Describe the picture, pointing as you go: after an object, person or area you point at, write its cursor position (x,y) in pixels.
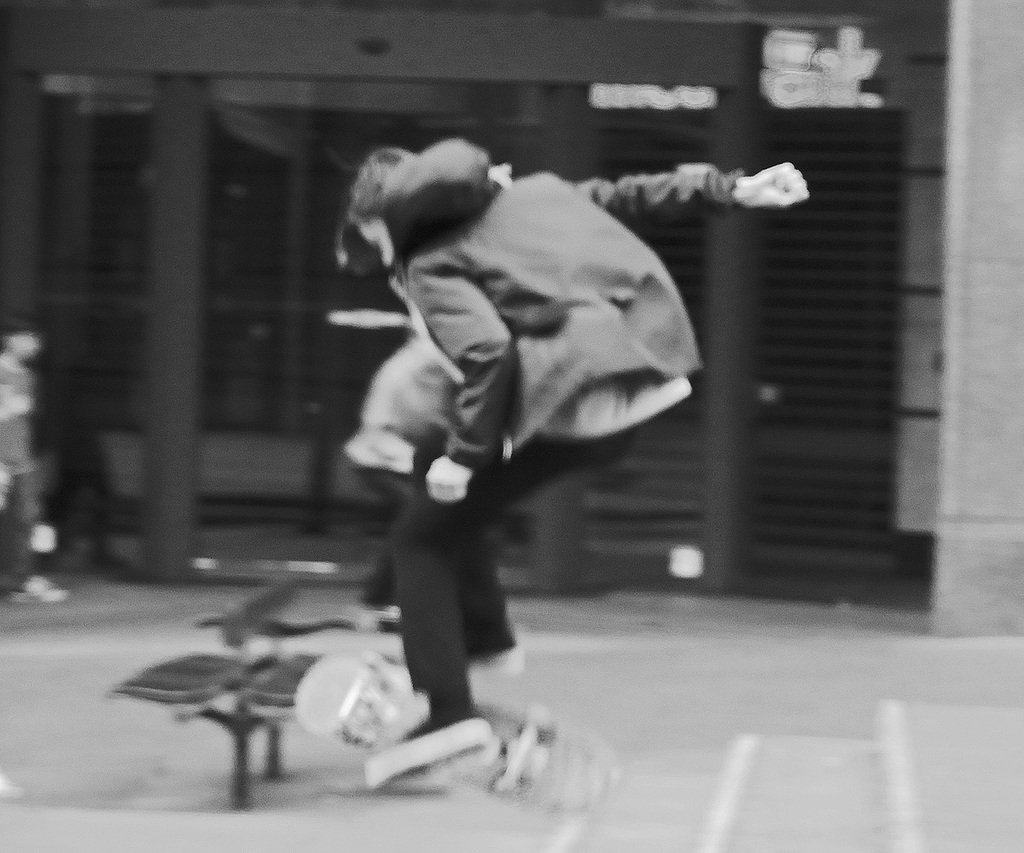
This image is a black and white image. This image is taken outdoors. At the bottom of the image (673,775) there is a floor (595,801). In the background (364,89) there is a building (750,322) with walls (633,75) and a door (786,389). There is a text (626,106) on the wall (647,62). On the left side of the image (39,466) a person (13,371) is walking on the road (183,600). In the middle of the image (589,341) a person (524,291) is skating with a skating board (323,719) and there is an empty bench (270,692).
